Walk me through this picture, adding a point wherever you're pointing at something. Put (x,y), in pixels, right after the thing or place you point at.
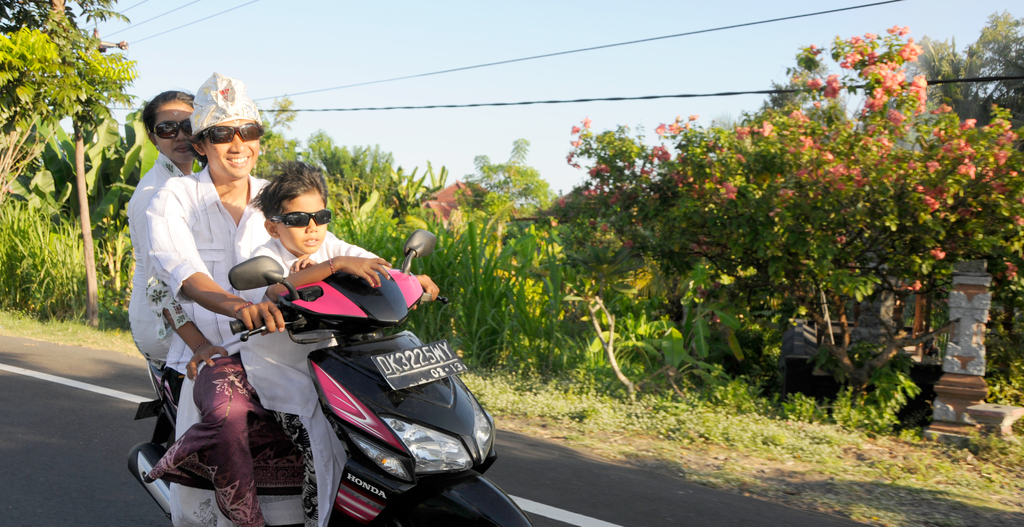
There is a man (229,419) riding the Scooter (322,391) and boy (304,367) is sitting on it and a girl (203,341) is sitting behind him and the right side of an image (777,229) there are trees (929,296). Coming to the left side of an image (104,376) there is a road (82,362).
